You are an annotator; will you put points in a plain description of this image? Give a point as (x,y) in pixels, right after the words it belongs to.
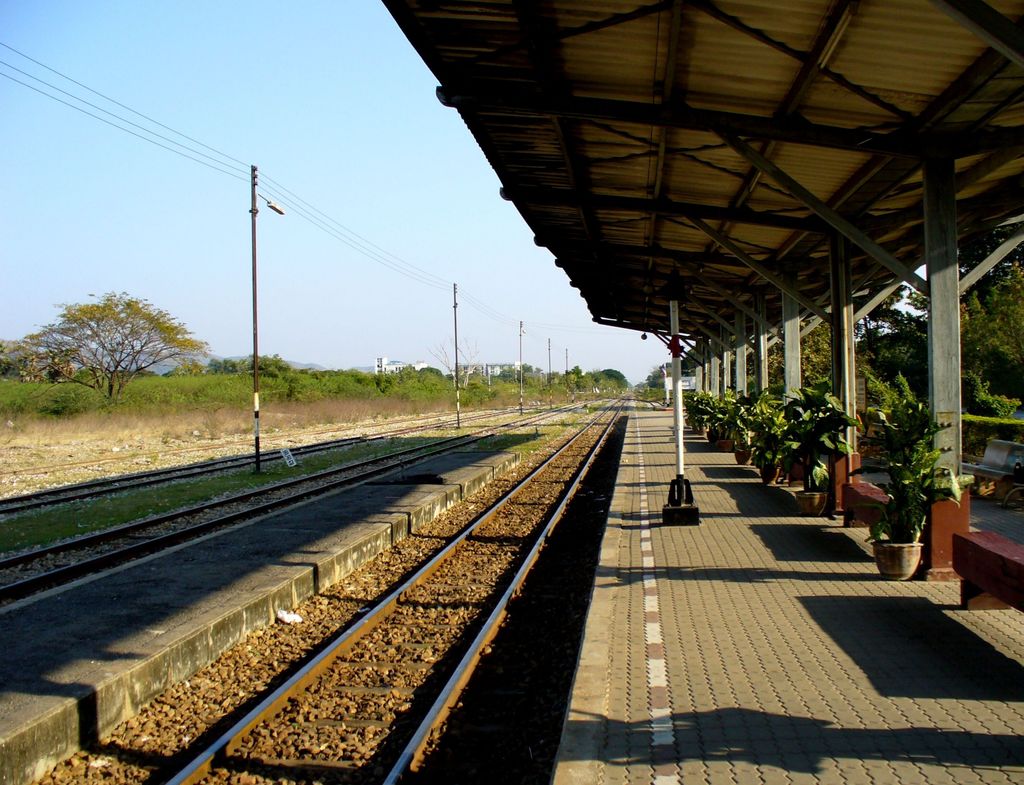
This image is clicked at a railway station (752,628). To the left (260,663) the railway (362,642) there are railway tracks (365,686) on the ground (424,700). There are poles (258,398) and grass (260,470) on the ground (395,428) beside the tracks (378,435). To the right (694,661) there is a platform (753,653). There is a shed (738,176) on the platform (737,646). There are benches (848,518) and flower pots (897,541) on the floor (912,587). In the background (919,350) there are trees (111,367) and buildings (378,368). At the top (212,180) there is the sky (171,217).
